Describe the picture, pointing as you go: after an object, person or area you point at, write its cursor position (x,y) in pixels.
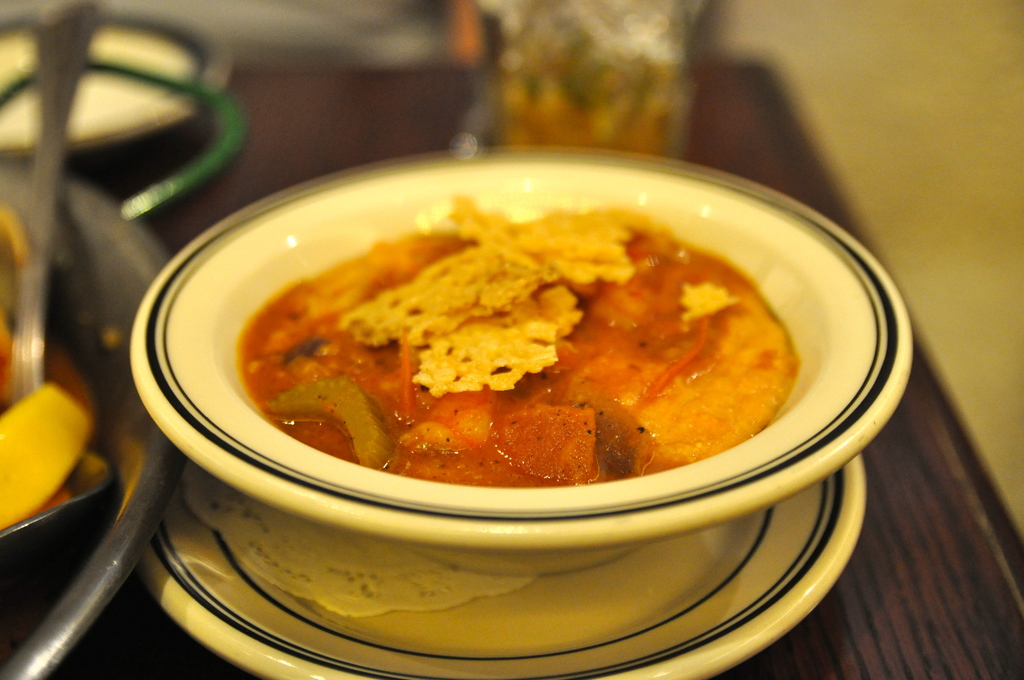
In this image we can see the bowls (254,476) with some food (70,387) and some other objects (508,132) on the table (461,103), also we can see the wall (809,125).
